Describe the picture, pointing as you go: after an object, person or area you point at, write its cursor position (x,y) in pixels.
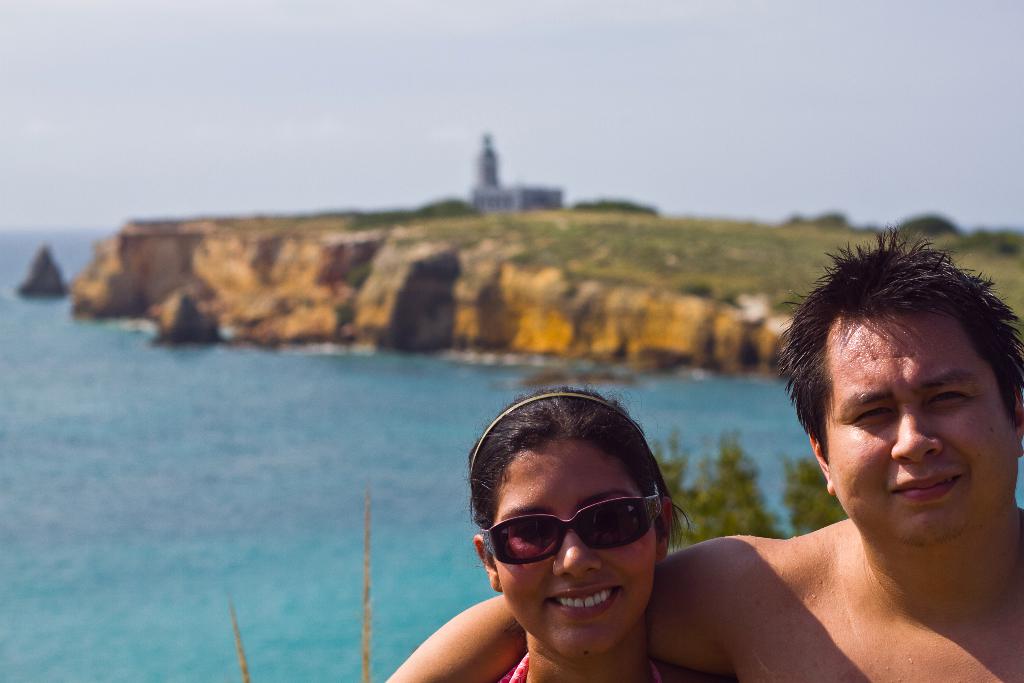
In the image there is a man (873,523) and woman (572,562) standing on the right side (963,337) corner, behind them there is a ocean (216,407) followed by hill (618,350) in the background (484,180) with building (519,190) above it, over the top its sky (294,76).
